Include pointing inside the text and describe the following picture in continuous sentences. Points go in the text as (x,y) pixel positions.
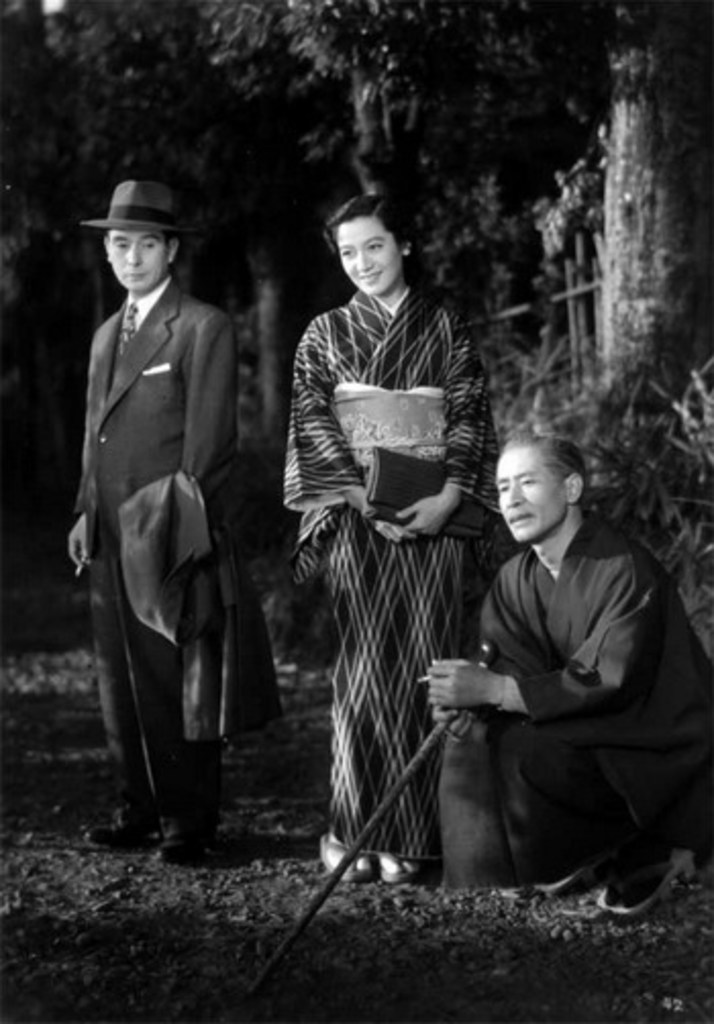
There is a black and white image. In this image, there are two persons (150,442) standing and wearing clothes (429,441). The person (527,649) who is on the right side of the image (573,674) holding a stick (414,767) with his hand (451,723). The person (153,425) who is on the left side of the image (179,477) wearing a hat (137,222) on his head (138,206).
